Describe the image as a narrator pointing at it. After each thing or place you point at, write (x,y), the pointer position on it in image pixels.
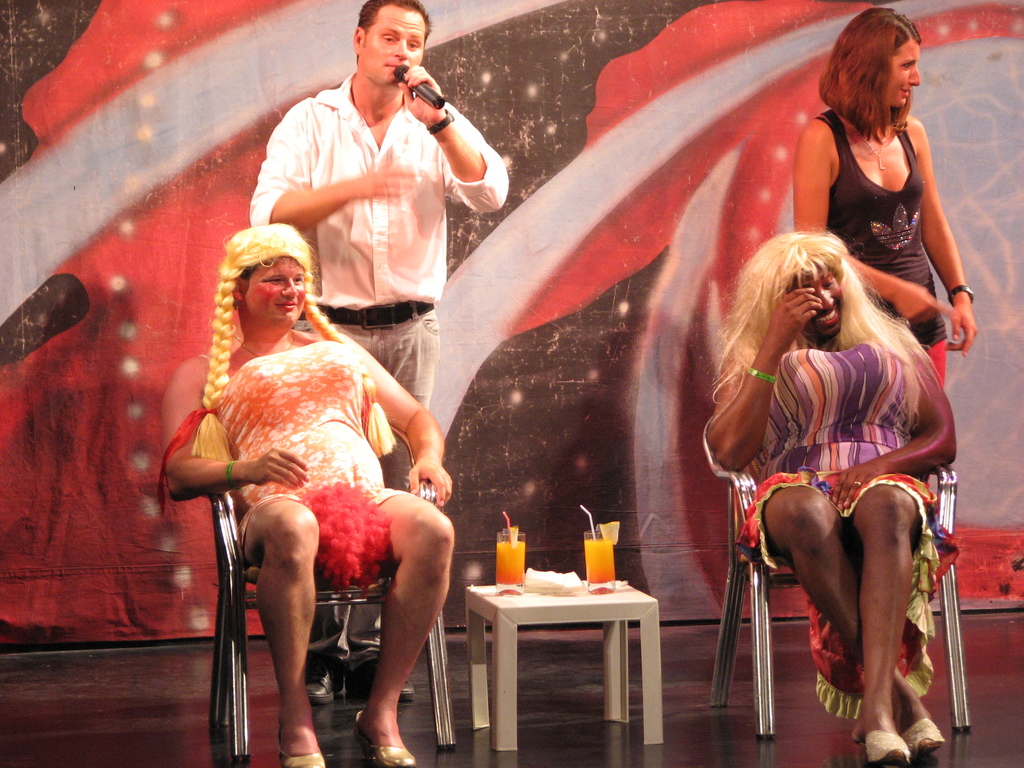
In the foreground of the picture (956,719) on stage (543,663) there are people (833,425), chairs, table (567,600), drinks (593,553), tissues (572,589) and a woman (821,216). In the background (551,238) there is a curtain (999,231).
